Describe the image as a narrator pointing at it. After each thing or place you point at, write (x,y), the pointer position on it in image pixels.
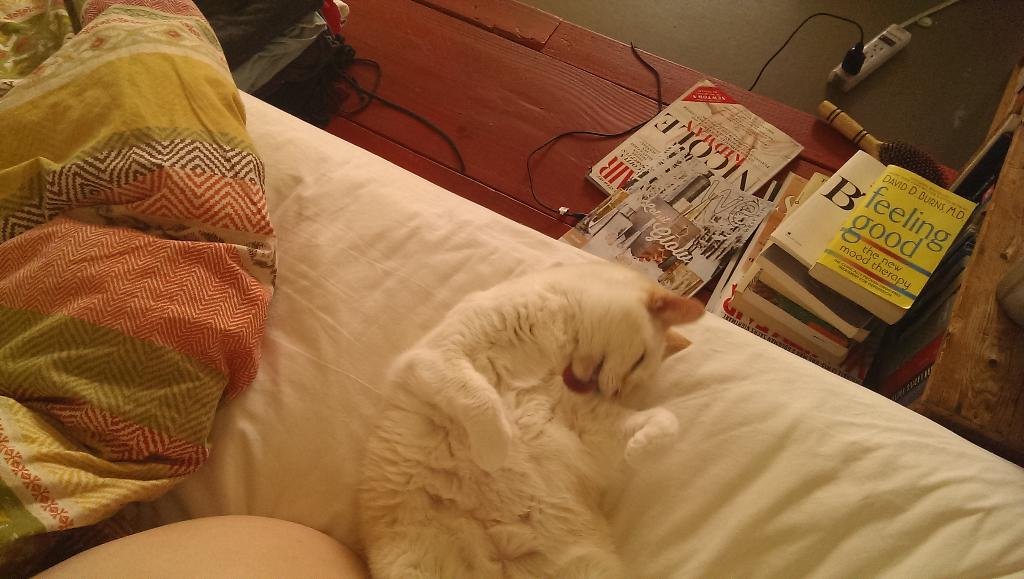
There is a white color cat (546,356), laying on white color bed (426,322), on which, there is a cloth (108,393), near books (649,237) arranged on a shelf (571,118) and near a cupboard (1007,204) which is having a shelf (986,231), on which, there are books (920,334) arranged. In the background (962,7), there is a plug board (875,38) on the floor (912,11) and there is a cable (857,42).
